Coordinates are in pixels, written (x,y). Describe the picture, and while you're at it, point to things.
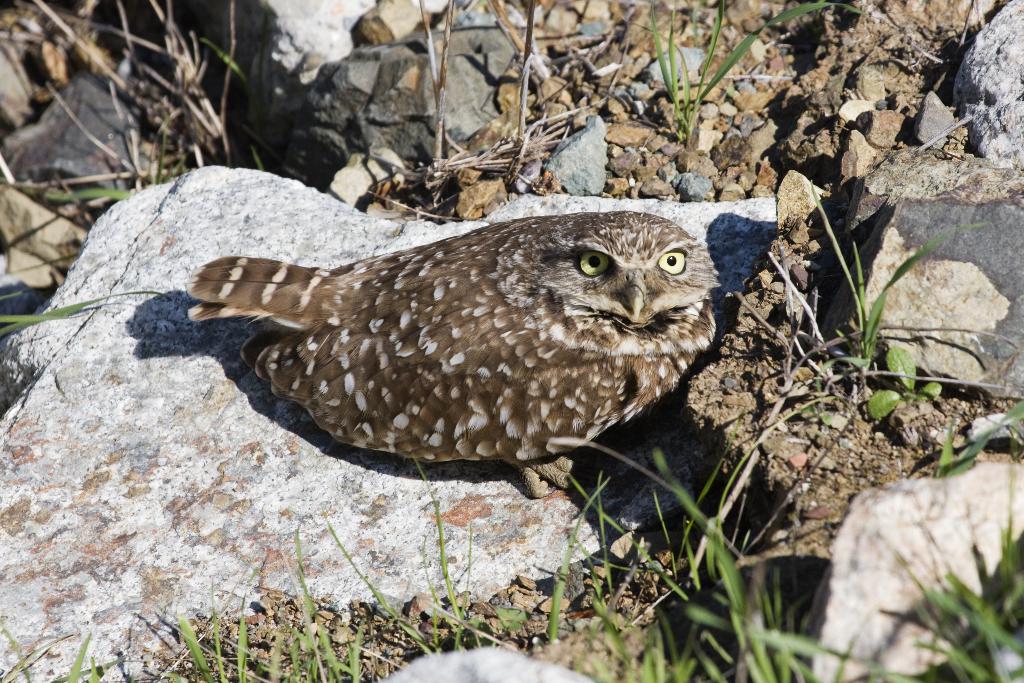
In the center of the image (513,290) there is an owl (389,339) on the ground (391,508). In the background (858,110) we can see stones (852,159) and grass (797,656).
